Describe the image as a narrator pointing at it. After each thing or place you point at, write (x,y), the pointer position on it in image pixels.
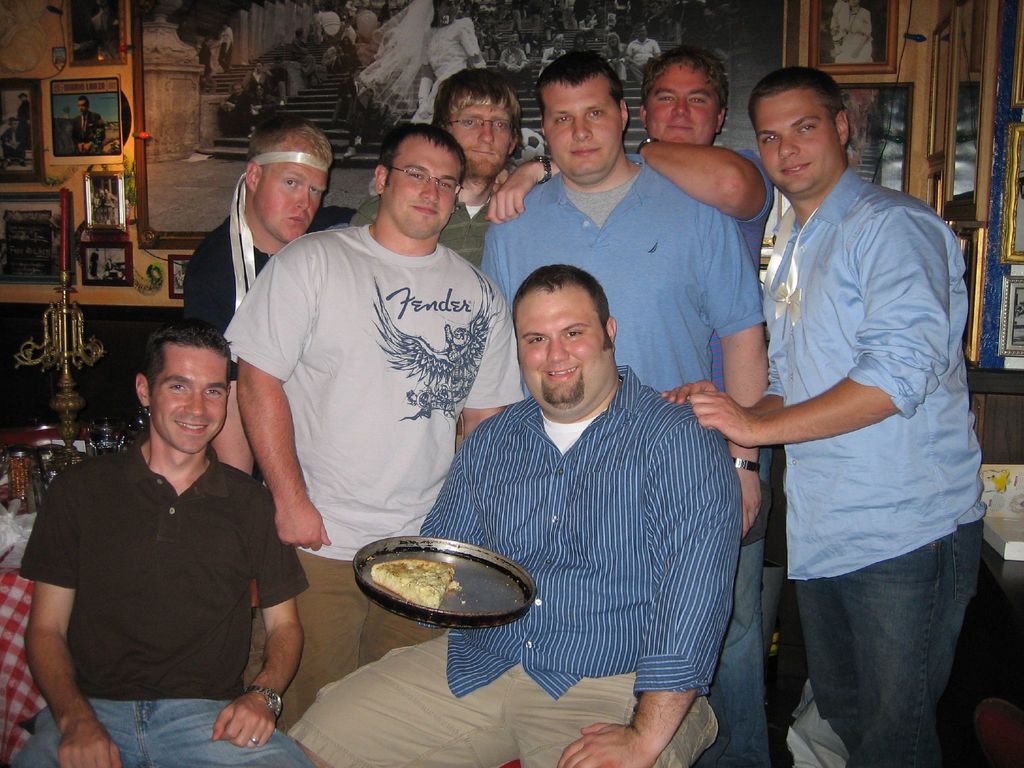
In this image, we can see a group of people (389,440) are watching. Few people (437,358) are smiling. At the bottom (489,711), we can see two men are sitting and tray (500,596) with food (417,590). Background (4,266) we can see frames (976,137) on the wall (148,307). On the left side of the image (65,314), we can see a stand (61,340) with candle (61,244).
